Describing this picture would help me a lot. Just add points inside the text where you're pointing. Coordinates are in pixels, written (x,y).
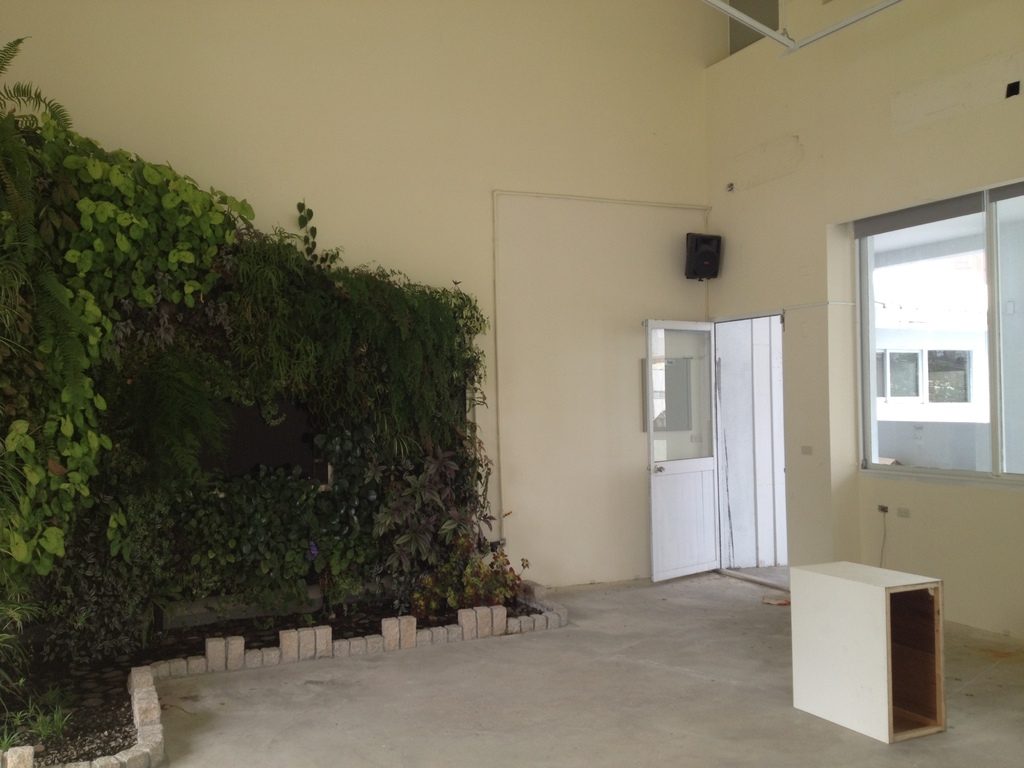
In this image I can see the inner part of the room (872,643) and I can see plants (149,379) in green color. Background (897,505) I can see few windows (968,294), a door (714,494) in white color and the wall (485,199) is in cream color.
